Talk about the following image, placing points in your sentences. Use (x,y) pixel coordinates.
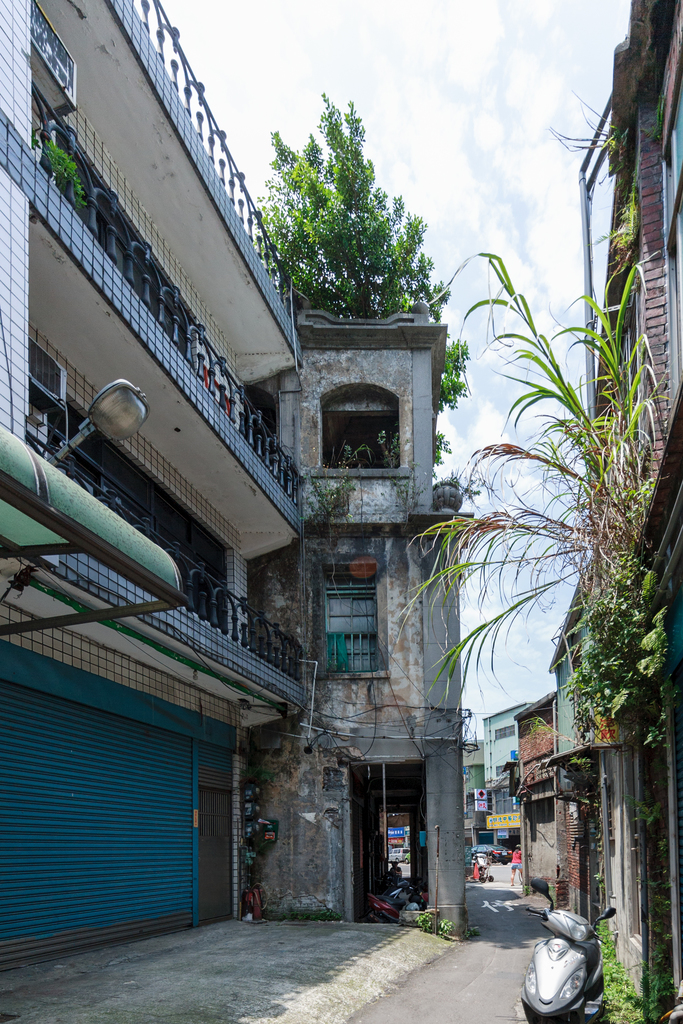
This picture describe about the old house (327,704) with balcony grill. In front (89,507) we can see a metal frame (66,551) with green shade (77,506). In the background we can see some trees (452,354) and on the right corner (572,868) we can see another brown color building (555,787) with tree (651,986). In front (594,963) bottom side we can see Scooty (594,953) is parked in the road lane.
